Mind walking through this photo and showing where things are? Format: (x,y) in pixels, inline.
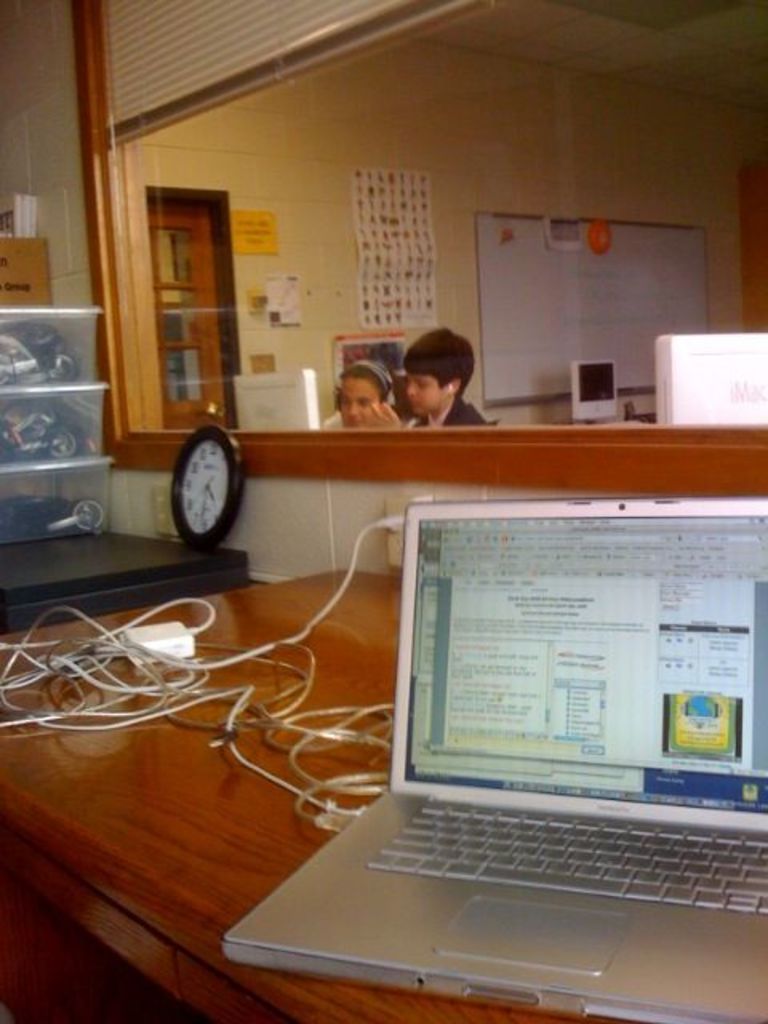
In this picture we can see laptop (423,679), wires (359,789) on table (325,649) and beside to this we have boxes (40,452), watch (194,462), two persons (380,409) wear headsets (384,372) and in background (527,180) we can see wall (638,157), chart (383,233), board (676,232), door (192,284).
